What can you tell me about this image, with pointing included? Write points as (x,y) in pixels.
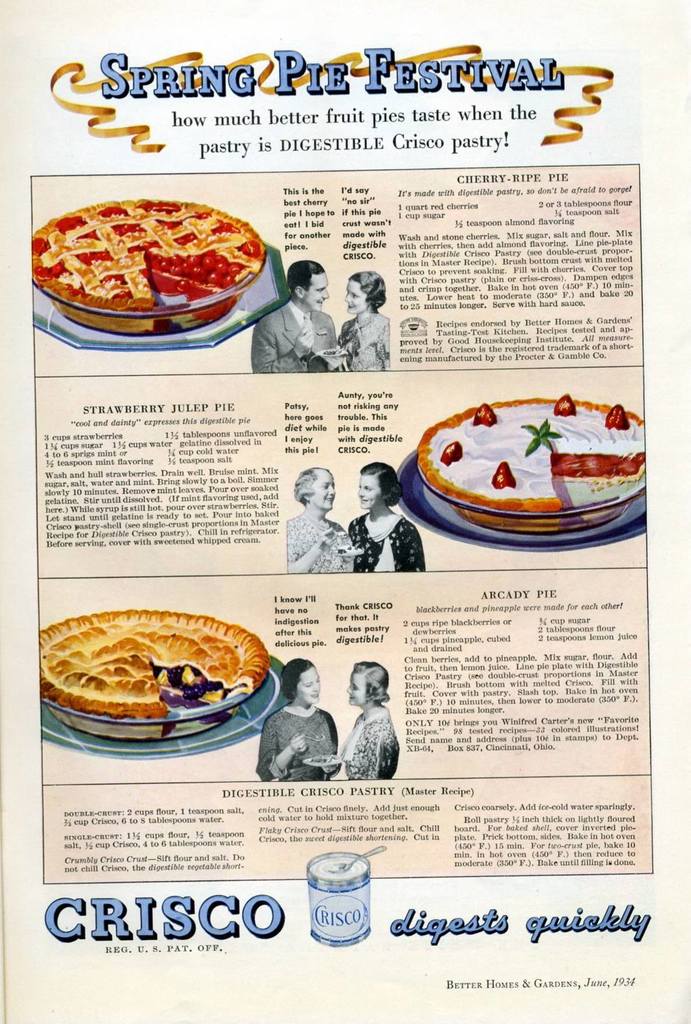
In this picture I can see a poster (298,272) with some text (314,63) and I can see pictures (325,520) of a human (315,503) and some food items (218,648).
